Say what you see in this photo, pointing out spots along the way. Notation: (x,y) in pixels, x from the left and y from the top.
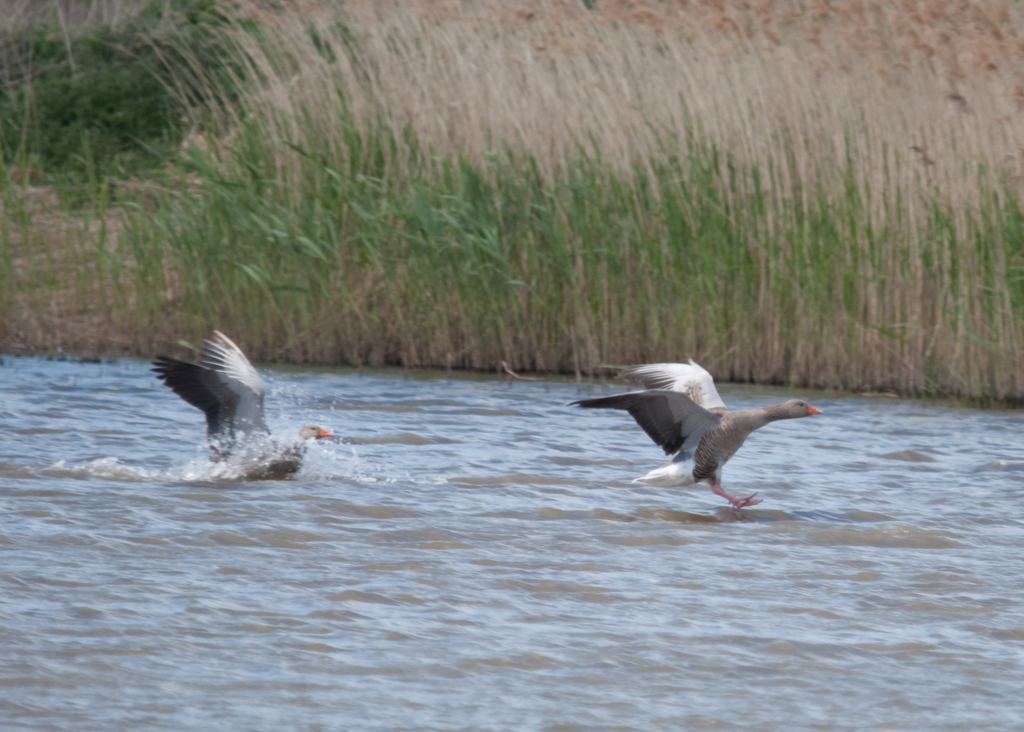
In this image, we can see some grass (663,150). There are birds (680,455) in the middle of the image (621,378) flying over the surface of the water (744,448).
